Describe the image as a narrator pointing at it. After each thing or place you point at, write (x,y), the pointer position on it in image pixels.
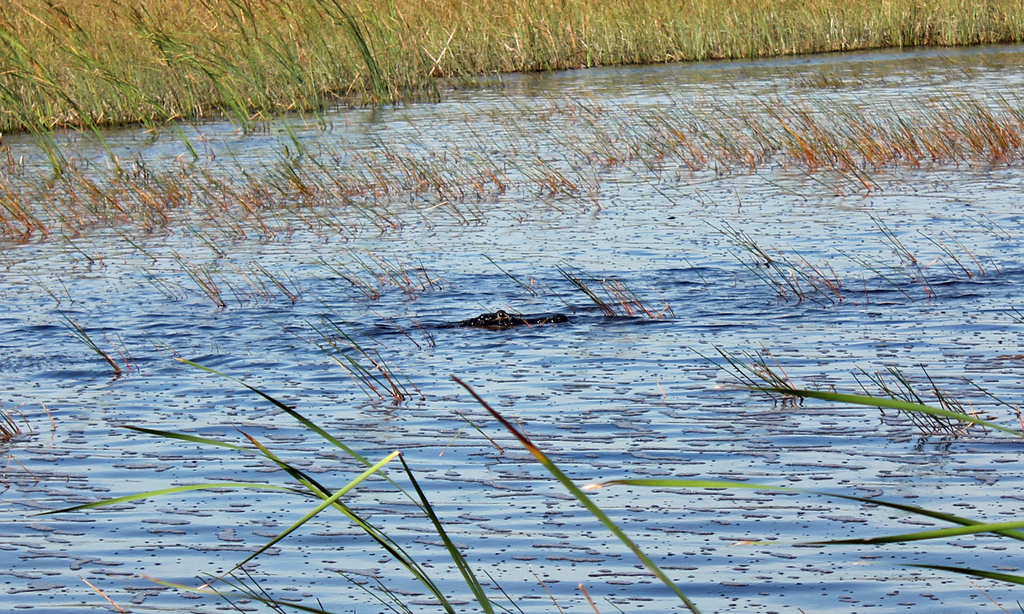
This image consists of water (766,415). In the middle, it looks like there is a crocodile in the water (520,297). In the background (13,34), there is grass (462,69).
